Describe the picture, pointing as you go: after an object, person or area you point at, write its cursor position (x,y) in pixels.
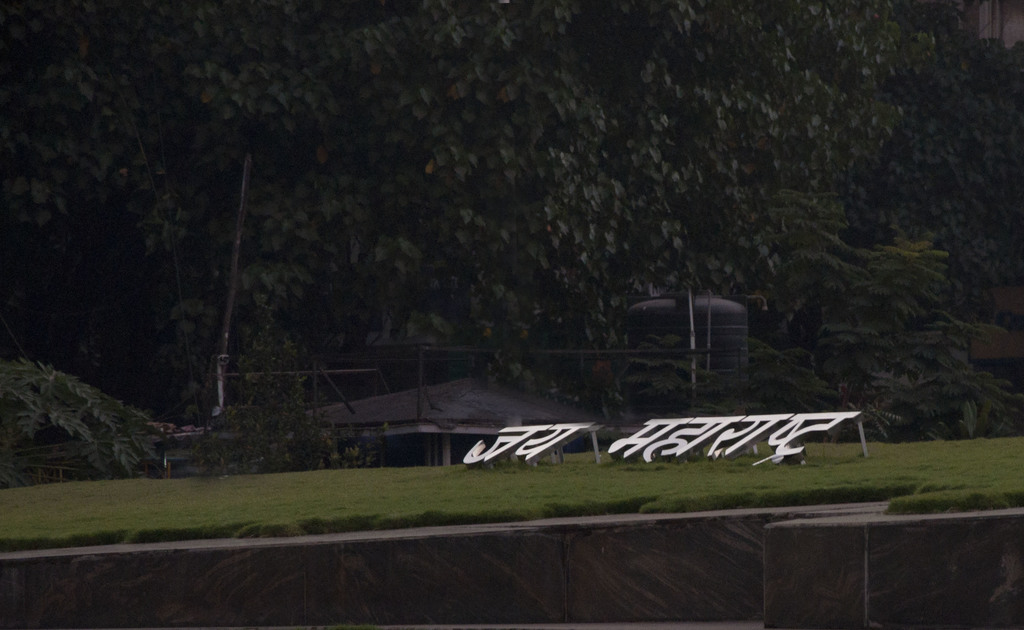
In this picture we can observe a text (527,449) in Hindi on the ground (455,473). We can observe a black color water tank (720,326). In the background (337,77) there are trees (605,156).
